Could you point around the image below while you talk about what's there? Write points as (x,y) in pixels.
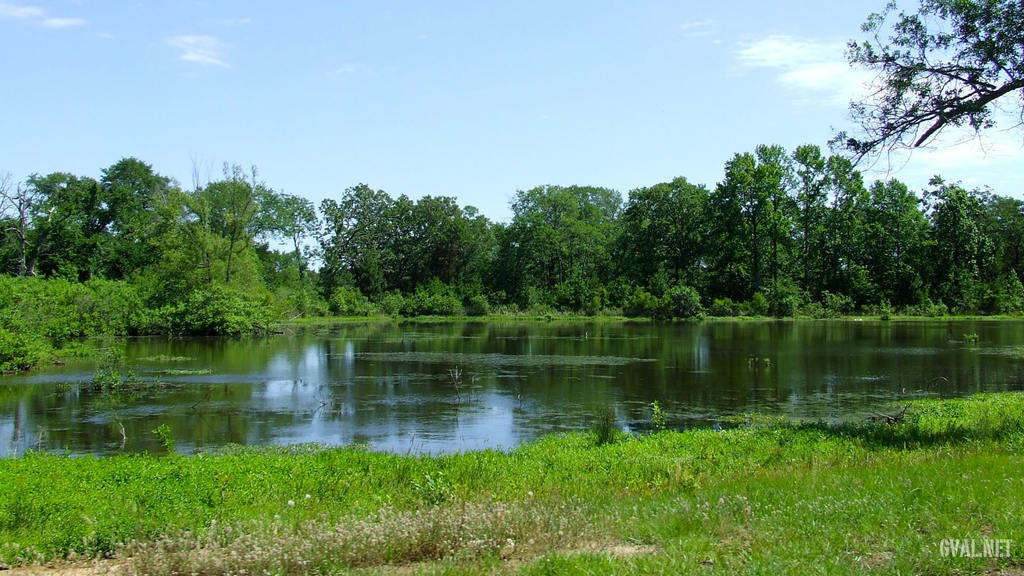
In this image in the center (582,377) there is water (427,388). In the front (417,489) there's grass (683,492) on the ground (651,489). In the background (470,235) there are trees (867,201) and the sky (826,104) is cloudy.
